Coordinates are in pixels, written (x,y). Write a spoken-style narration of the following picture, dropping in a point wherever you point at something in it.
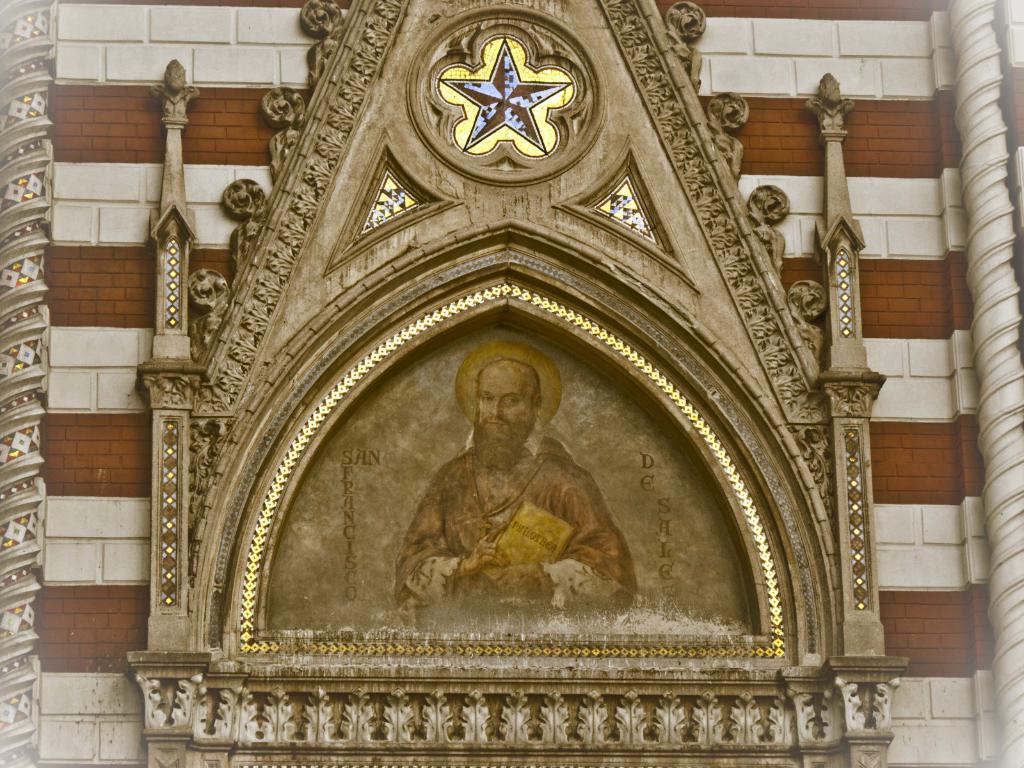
Here in this picture we can see some religious thing (385,496) present on the wall (278,138) over there and in the middle (518,487) we can see a picture (520,426) of a person (441,502) holding a book (517,558) in hand (486,561) over there.
